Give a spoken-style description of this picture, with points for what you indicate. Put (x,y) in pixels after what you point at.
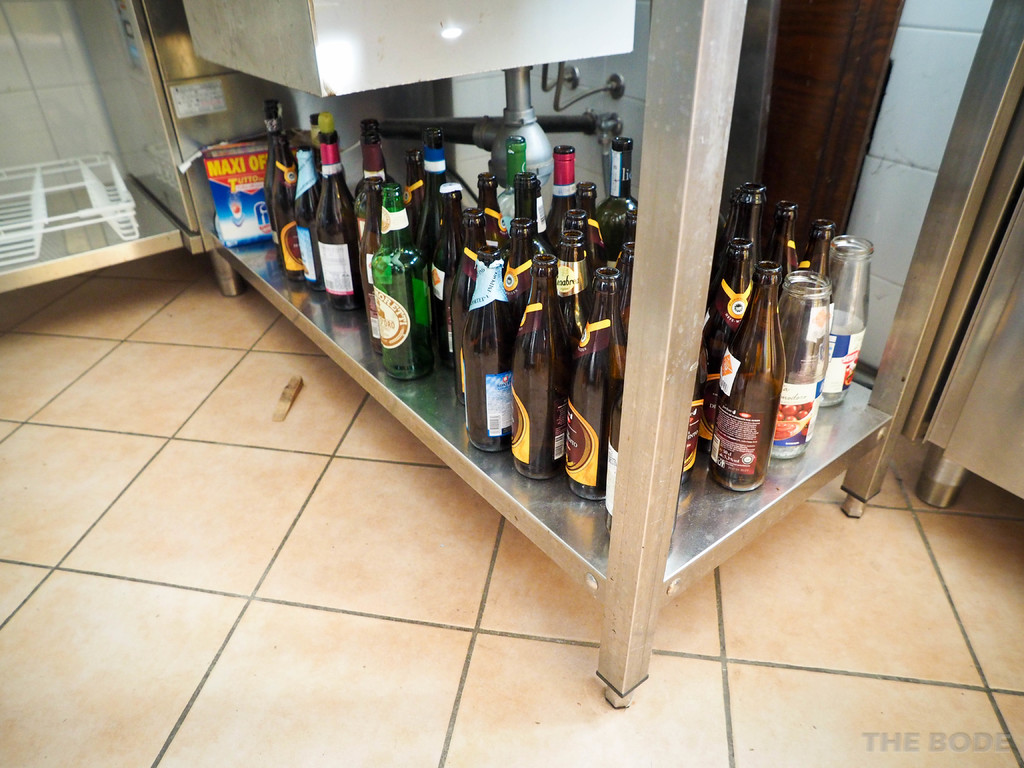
In this image, we can see few bottles (778,405) that are placed on the iron table (538,516). The background (521,108), some wires (561,130), cylinders (517,135), some tray (68,223) and floor (310,646) we can see.
